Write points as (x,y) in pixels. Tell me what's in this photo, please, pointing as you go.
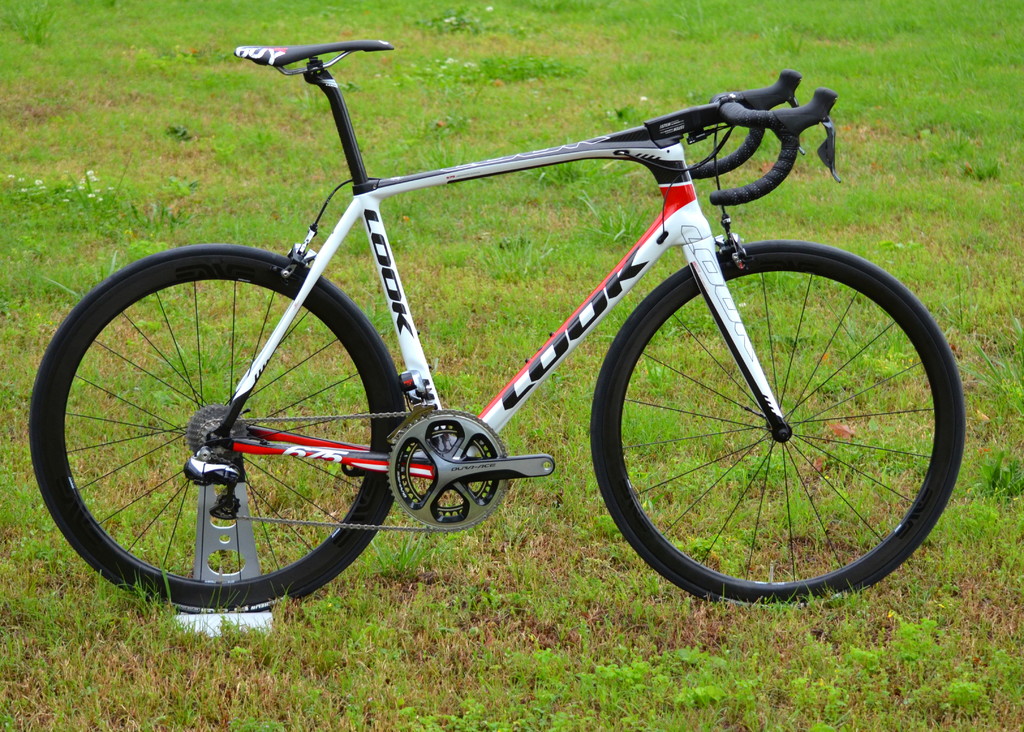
In the picture we can see a bicycle (687,176), which is white in color with black wheels (283,579), handle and seat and it is placed on the grass surface (844,607).
